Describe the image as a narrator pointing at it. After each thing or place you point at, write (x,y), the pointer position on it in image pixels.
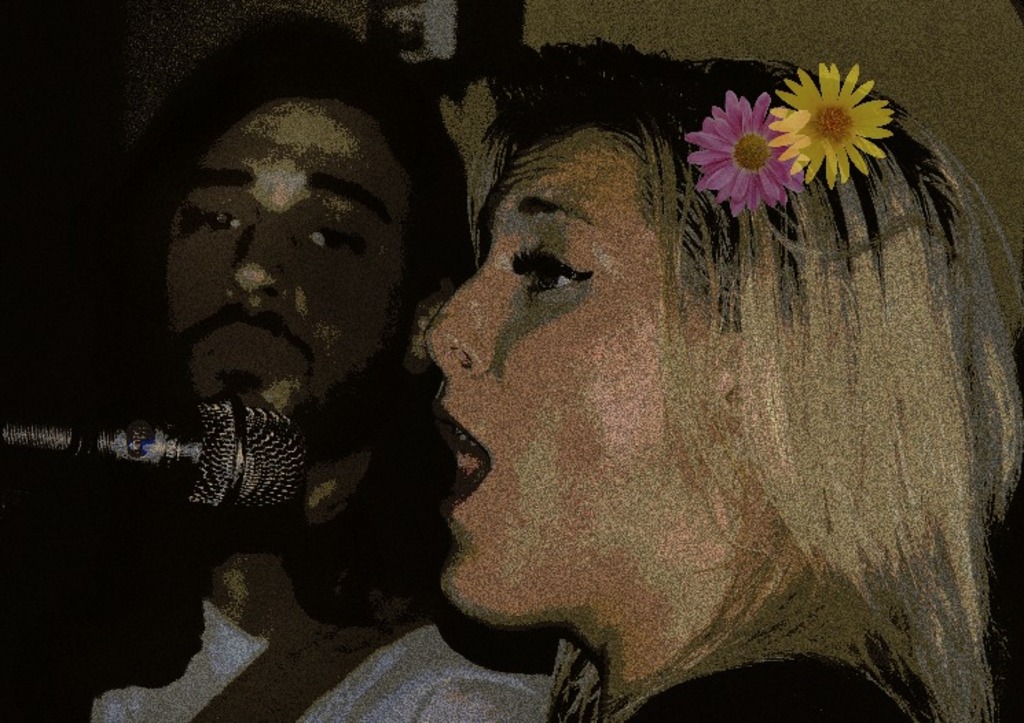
In this edited image there is a man (325,299) and a woman (687,477). To the left (76,451) there is a microphone (126,436). There are flowers (797,145) in the hair (861,337) of the woman (852,202). In the background (827,34) there is a wall (759,34).
